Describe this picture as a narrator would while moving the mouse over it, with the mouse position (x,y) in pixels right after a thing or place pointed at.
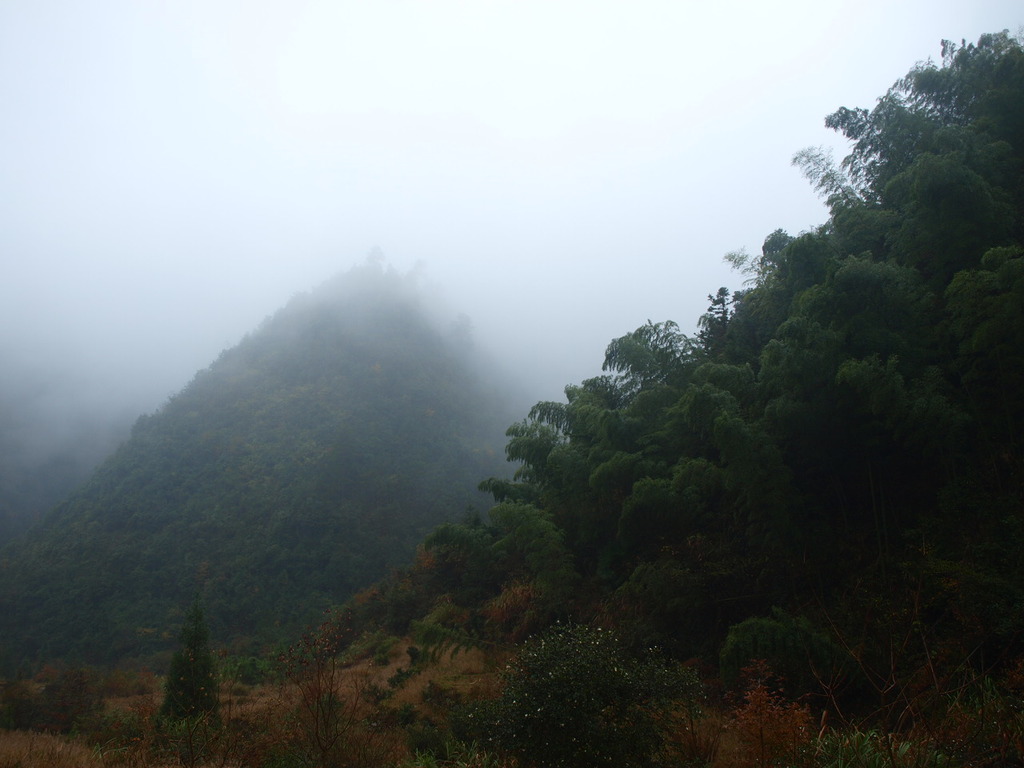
Bottom right side of the image (752,709) there are some trees (843,327). Bottom left side of the image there is a hill (473,405). Top of the image (552,253) there is fog (744,223).
